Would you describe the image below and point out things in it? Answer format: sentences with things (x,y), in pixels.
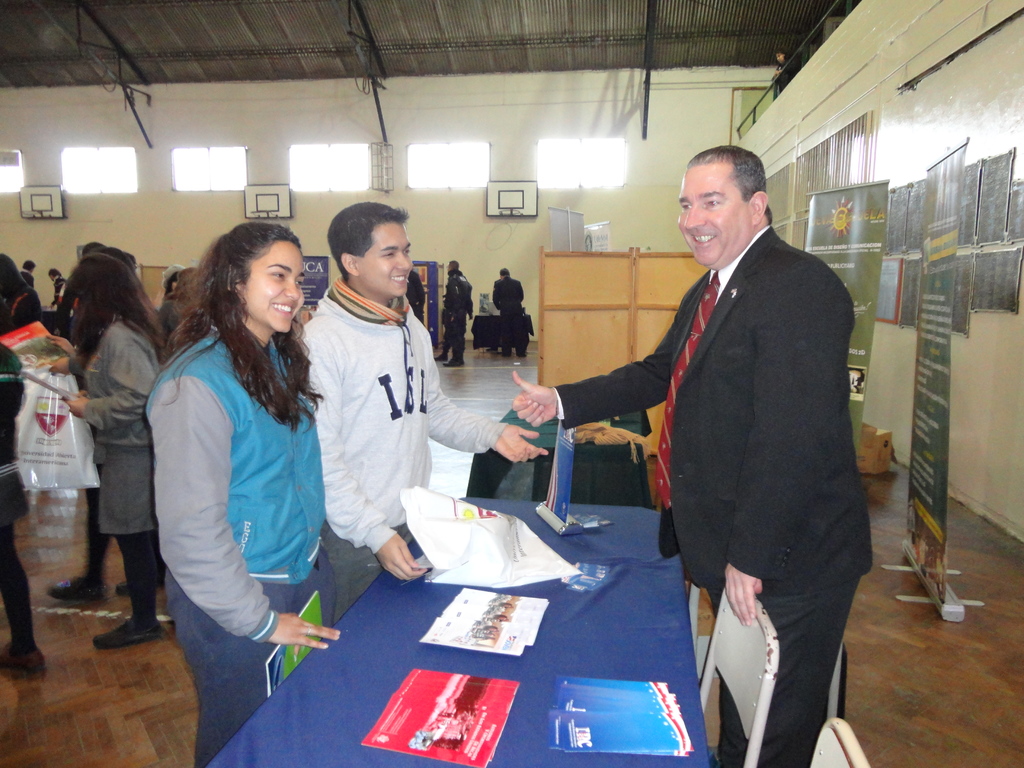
In the center of the image (344,409) we can see persons (698,242) standing at the table (416,596). On the table (529,670) there is a paper (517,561) and books (573,706). On the left side of the image (13,547) we can see person (4,537) standing on the floor (60,626). On the right side (927,360) we can see advertisement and chairs (752,675). In the background (569,312) there is a wooden wall (541,291), basket ball nets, windows (588,182), persons (452,326) and wall (466,132).
